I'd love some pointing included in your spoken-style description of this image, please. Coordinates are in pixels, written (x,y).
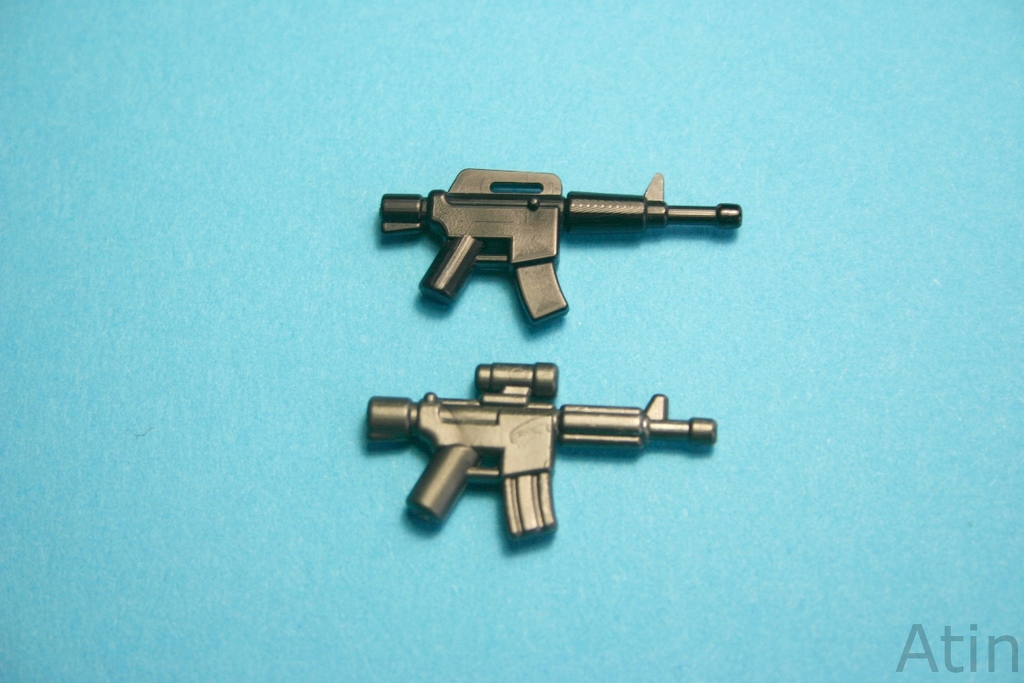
In this image I can see two toy guns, they are in black color and background (279,357) is in blue color.
